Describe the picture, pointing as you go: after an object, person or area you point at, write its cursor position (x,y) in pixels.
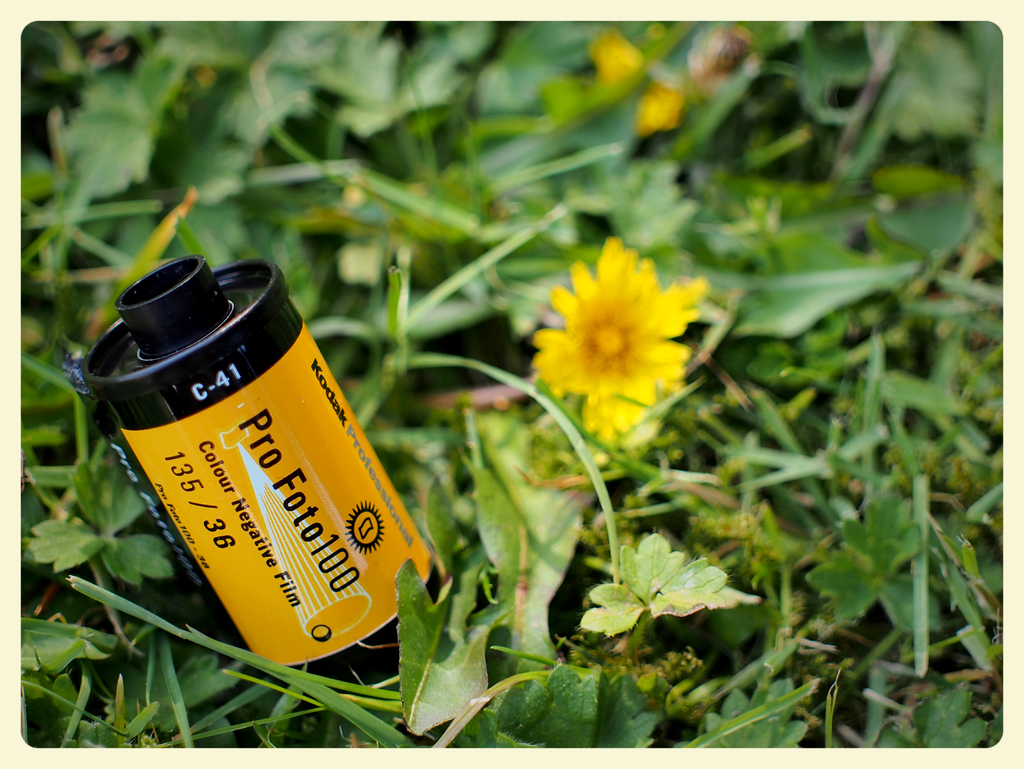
In the image there is a photo reel (323,444) on the land (355,148) with plants (488,45) and yellow color flower plant (580,273).
